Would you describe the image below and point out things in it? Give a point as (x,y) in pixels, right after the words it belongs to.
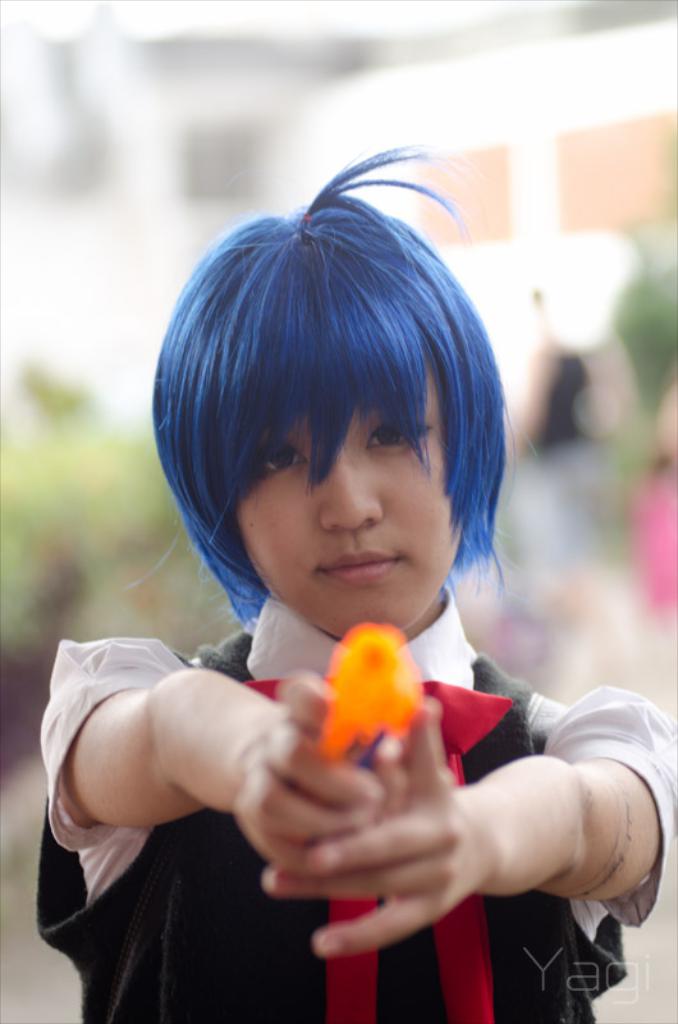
In this image I can see a woman (359,785) holding orange color object (372,709). She is wearing white, red and black color dress (465,766). Back I can see a blurred background (13,220).
